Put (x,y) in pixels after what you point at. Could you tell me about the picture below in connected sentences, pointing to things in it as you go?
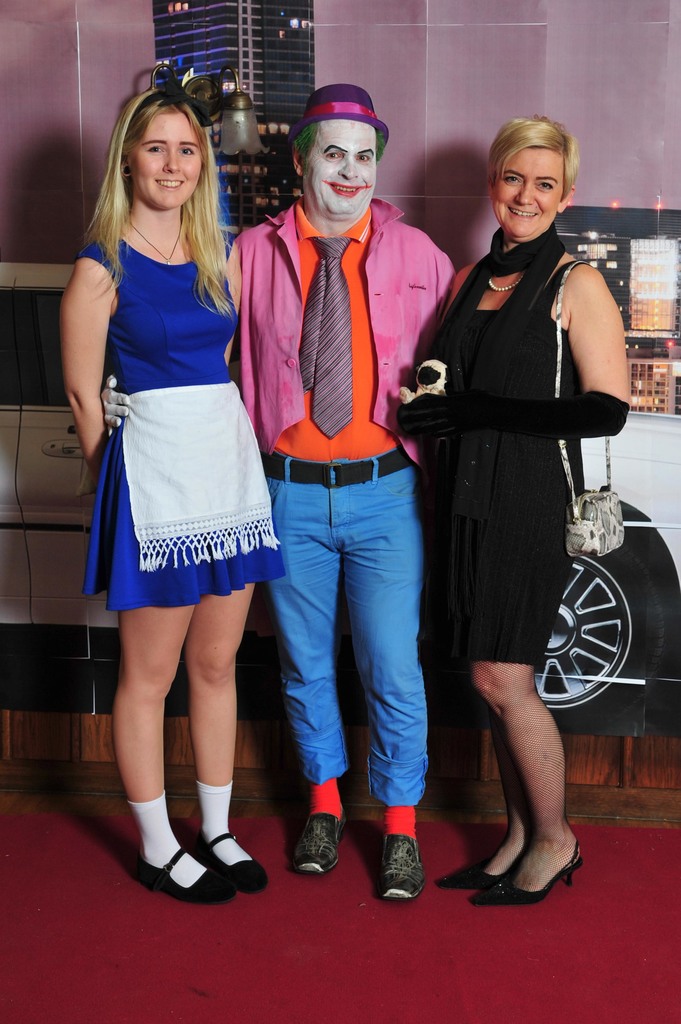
In this image I can see three persons (417,250) are standing and I can also see face painting (349,147) on one's face (366,185). On the right side (506,189) I can see one of them is carrying a bag (578,263) and I can also see smile on their faces (138,179). In the background (244,91) I can see depiction of a car (542,674), few posters (247,53) and I can also see a light (247,123) on the wall (252,172).
